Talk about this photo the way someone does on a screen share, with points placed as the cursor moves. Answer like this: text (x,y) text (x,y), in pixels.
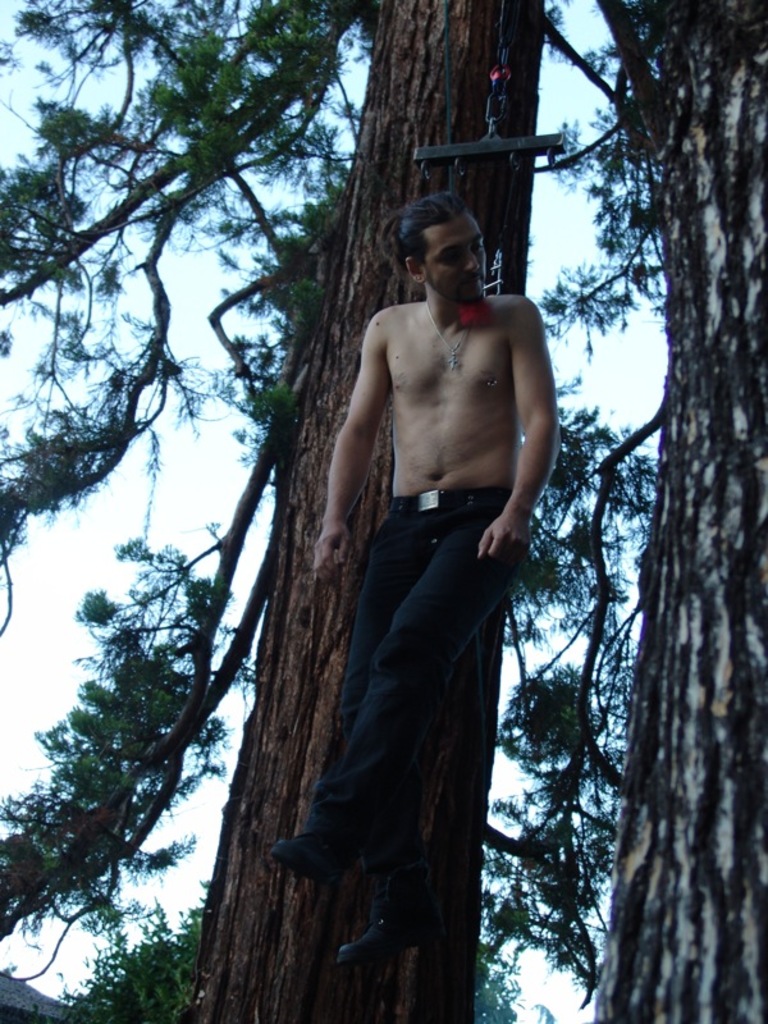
In the middle of this image (415,434) I can see a man (419,462) hanging on a rope (501,77) and there are two trees (372,132). In the background (183,186), I can see the sky (195,280).
